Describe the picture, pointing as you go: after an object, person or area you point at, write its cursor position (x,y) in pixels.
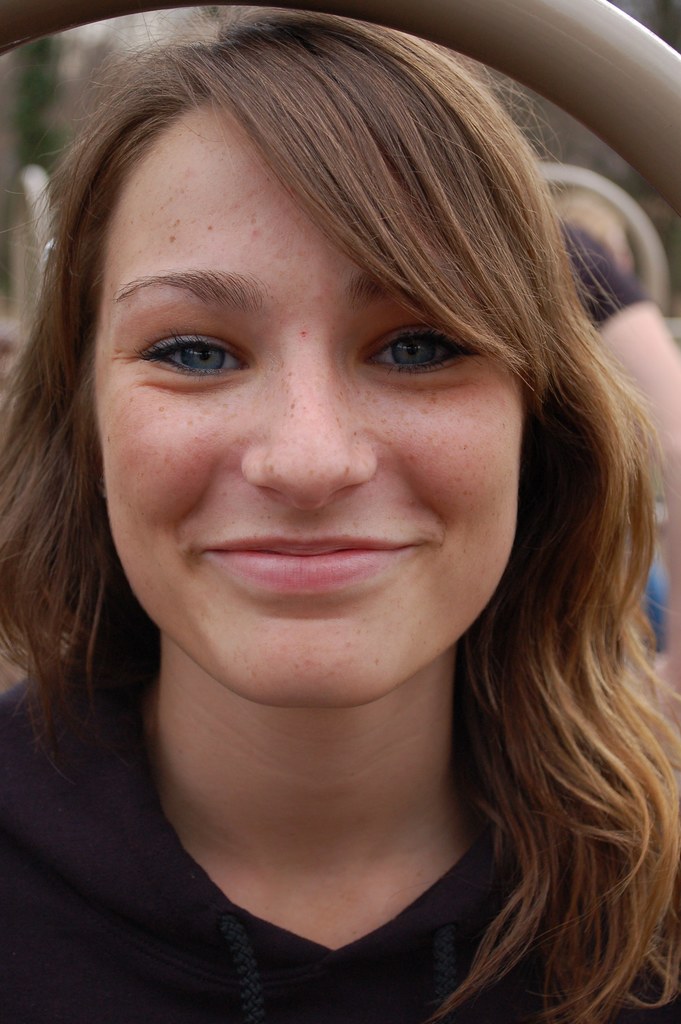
In this image we can see there is a woman (304,54) in the foreground (331,66), smiling at someone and wearing a dark hoodie (195,907).
